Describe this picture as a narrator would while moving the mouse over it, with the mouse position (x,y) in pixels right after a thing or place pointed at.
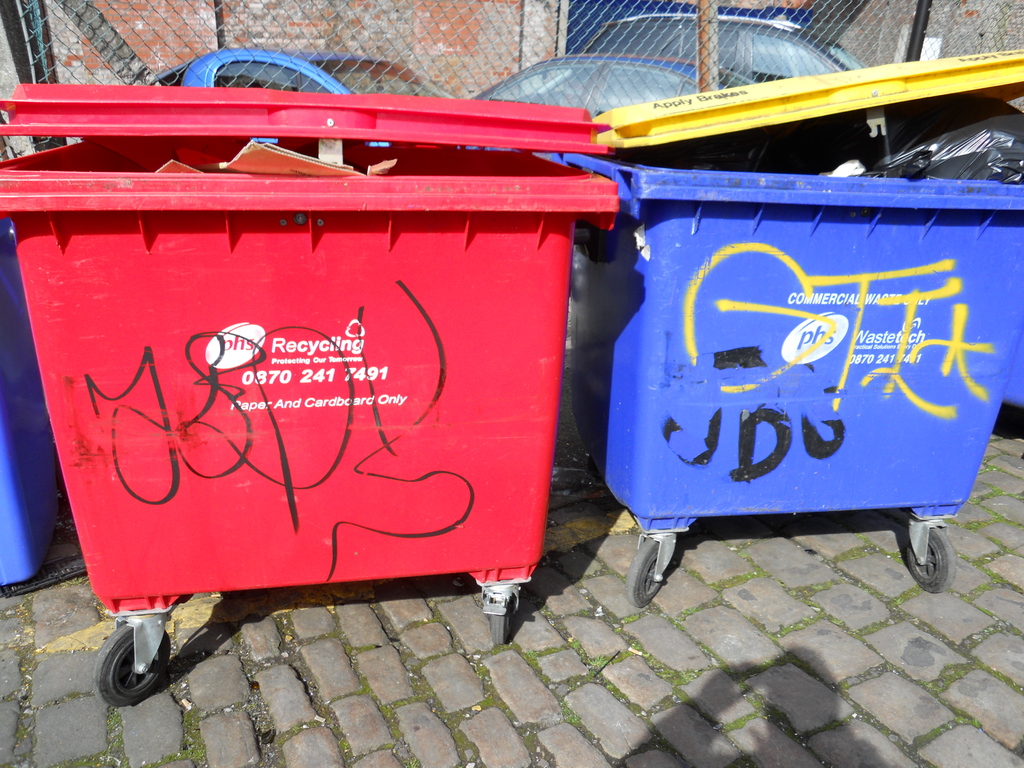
In this image I can see there is a red color bin (376,409) with a cap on the left side (325,130). On the right side (781,154) there is a blue color bin (877,415), it has wheels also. At the top (385,54) there is an iron net (502,42) and there are few cars (645,76) are parked at the back side of an image (593,88).
